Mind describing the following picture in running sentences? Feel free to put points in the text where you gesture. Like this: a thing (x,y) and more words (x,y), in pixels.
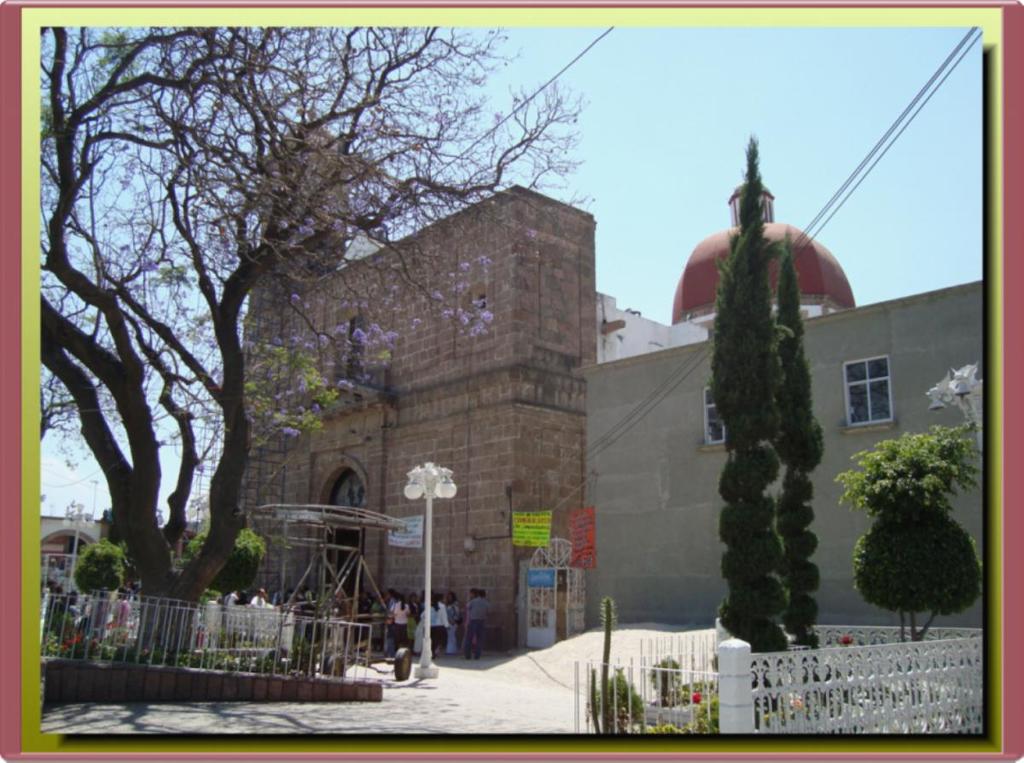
In this image I can see trees (82,275) in green color, background (379,464) I can see few light poles (79,537), buildings (474,455) in gray and cream color and I can see few persons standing and the sky (652,162) is white and blue color.
